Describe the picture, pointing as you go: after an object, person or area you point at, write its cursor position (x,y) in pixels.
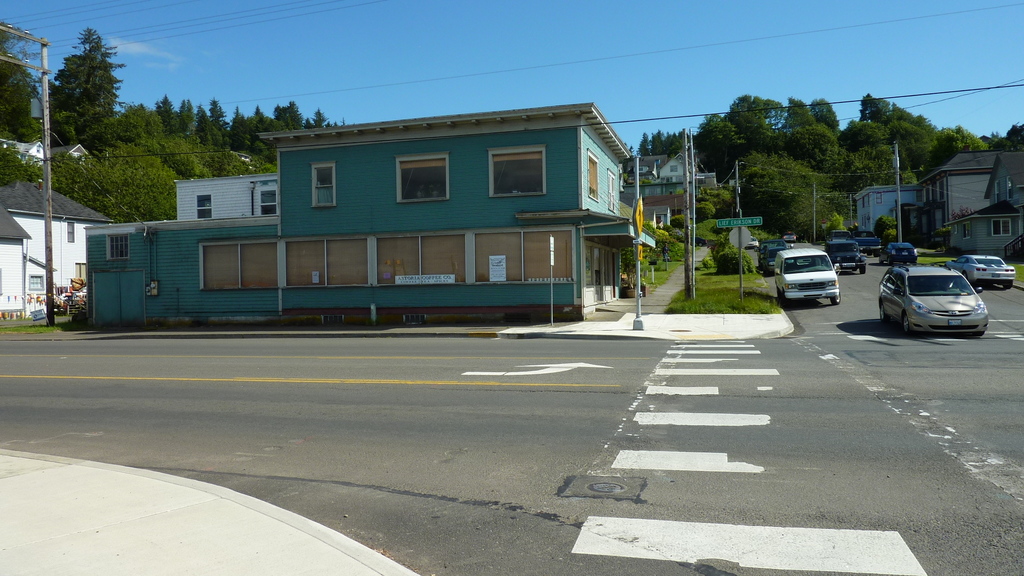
In this image, we can see few houses (350,241), trees (780,216), poles (687,249), sign boards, glass windows (359,244), walls (156,279), doors (118,276). On the right side of the image (937,313), we can see few vehicles (883,313) are on the road (916,372). Here we can see few white lines (653,462), footpaths (55,566). Top of the image (660,70), there is a sky (572,66) and wires (403,82).
